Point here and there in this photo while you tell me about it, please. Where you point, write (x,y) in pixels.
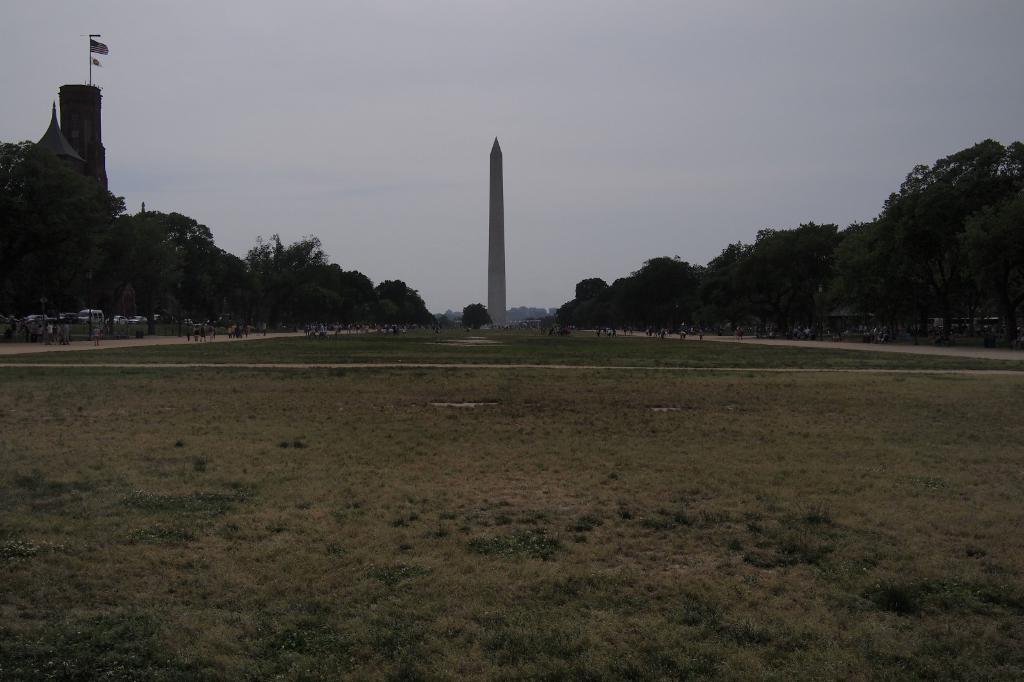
In this picture I can see the grass (252,551) in front (118,426) and in the middle of this picture (389,300) I can see number of trees (168,268), few people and I can see a tower (492,163). On the left side of this image (81,116) I can see a building (75,89) on which there is a flag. In the background (218,112) I can see the sky (471,107).
